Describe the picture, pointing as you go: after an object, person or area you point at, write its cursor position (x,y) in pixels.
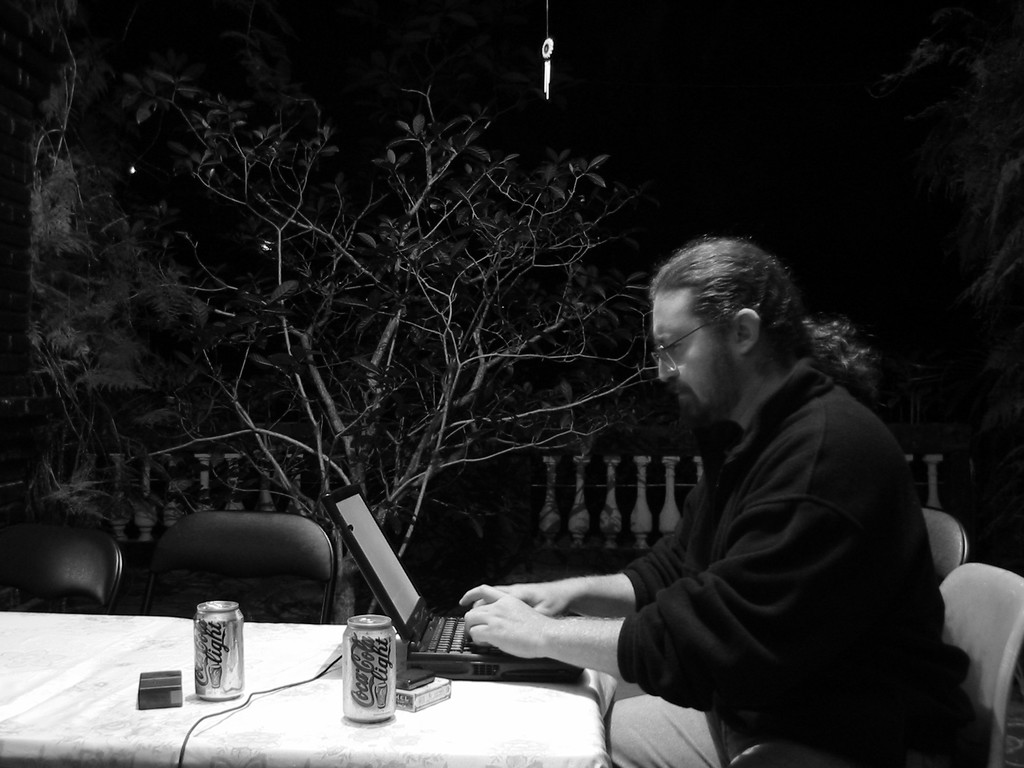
In this image I can see a person (603,629) sitting and working on the laptop (439,671). I can also see two tins (237,641) on the table (269,659), background (570,428) I can see dried trees (424,413).
